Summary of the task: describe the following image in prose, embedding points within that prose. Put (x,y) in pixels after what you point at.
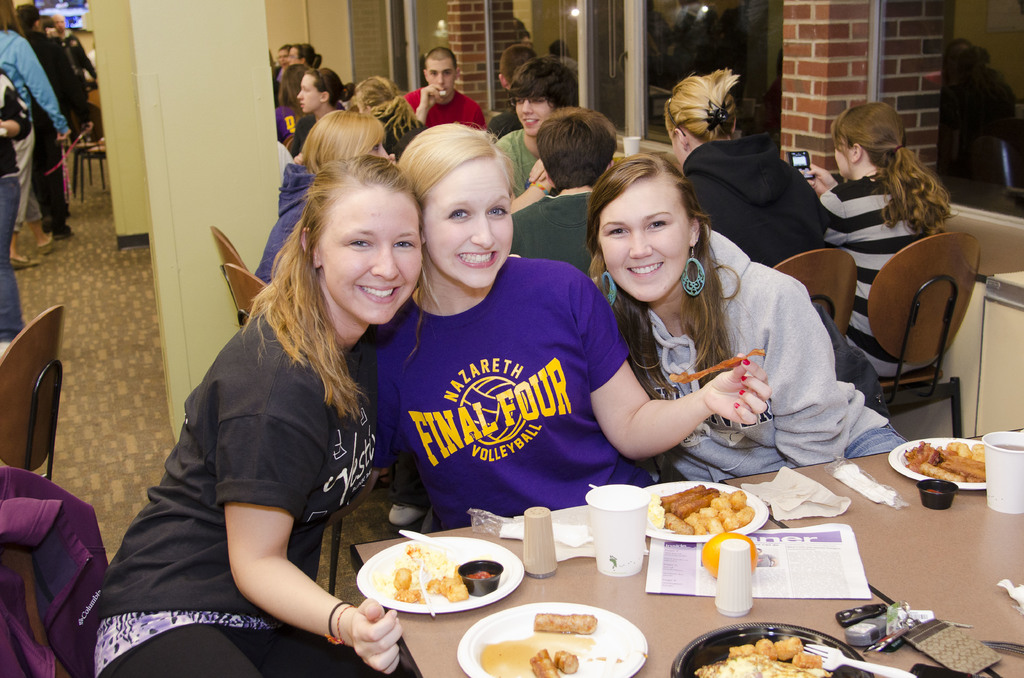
In this image we can see three women (283,444) sitting beside a table (607,577) containing some food (542,667) in the plates (603,646), glasses (630,572), papers (856,594), forks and some objects (819,490) placed on it. On the backside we can see a group of people (537,131). In that a woman (912,230) is holding a mobile phone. We can also see a pillar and a wall (329,60). On the left side (77,617) we can see a cloth (81,565) and a chair (49,435).
